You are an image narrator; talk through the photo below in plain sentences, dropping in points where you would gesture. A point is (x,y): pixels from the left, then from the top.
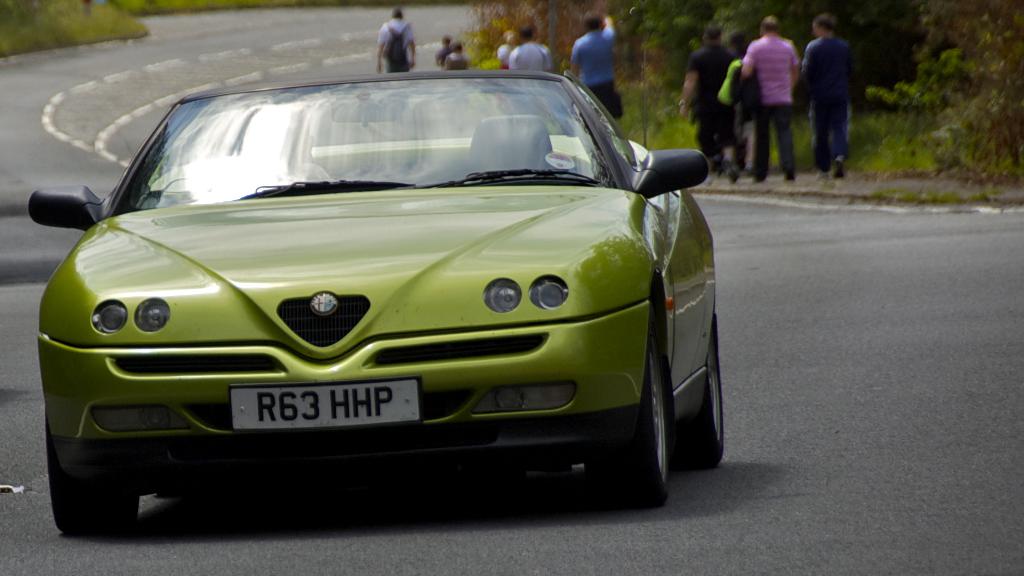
In this picture I can observe green color car (278,319) on the road (410,564). In the background (827,127) there are some people (450,64) walking on the footpath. On either sides of the road (181,30) there are some plants (652,48) and trees (895,93).
